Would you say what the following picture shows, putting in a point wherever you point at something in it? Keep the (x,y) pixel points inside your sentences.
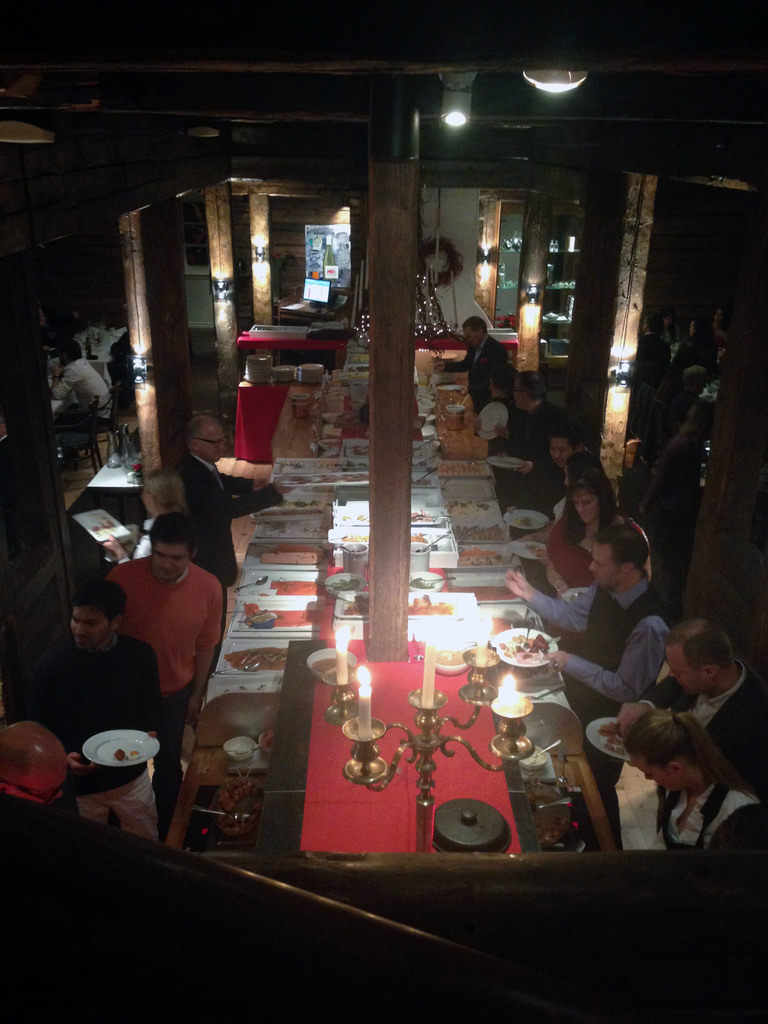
In this image I can see few people (610,493) standing around the table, on the table (463,400) I can see few plates (528,541), few candles (358,680), few bowls (324,652) and few spoons (420,481), To the left side of the image (186,624) I can see few people (175,628) standing on the other side of the table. in the background (64,350) I can see few people (57,343) sitting on chairs (81,426), few pillars (30,356), few light (528,289) and the ceiling (286,106).
